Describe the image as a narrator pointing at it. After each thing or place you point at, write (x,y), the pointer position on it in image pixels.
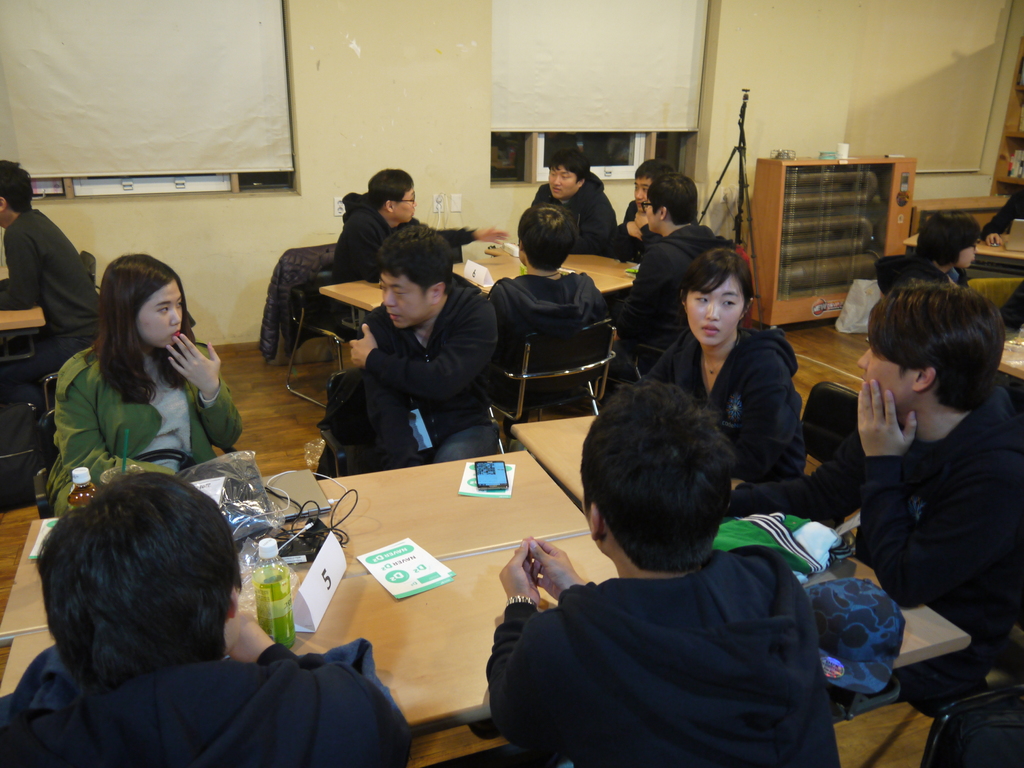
There are groups of people (468,313) sitting on the chairs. These are the tables (370,294). I can see the bottles (91,486), laptop (296,497), papers (434,565), mobile phone (492,485) and few other things (327,534) placed on the table (476,522). I think these are the windows (255,190) with the curtains (211,125). This looks like a tripod stand (738,228). I can see an object (839,203), which is placed on the floor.
